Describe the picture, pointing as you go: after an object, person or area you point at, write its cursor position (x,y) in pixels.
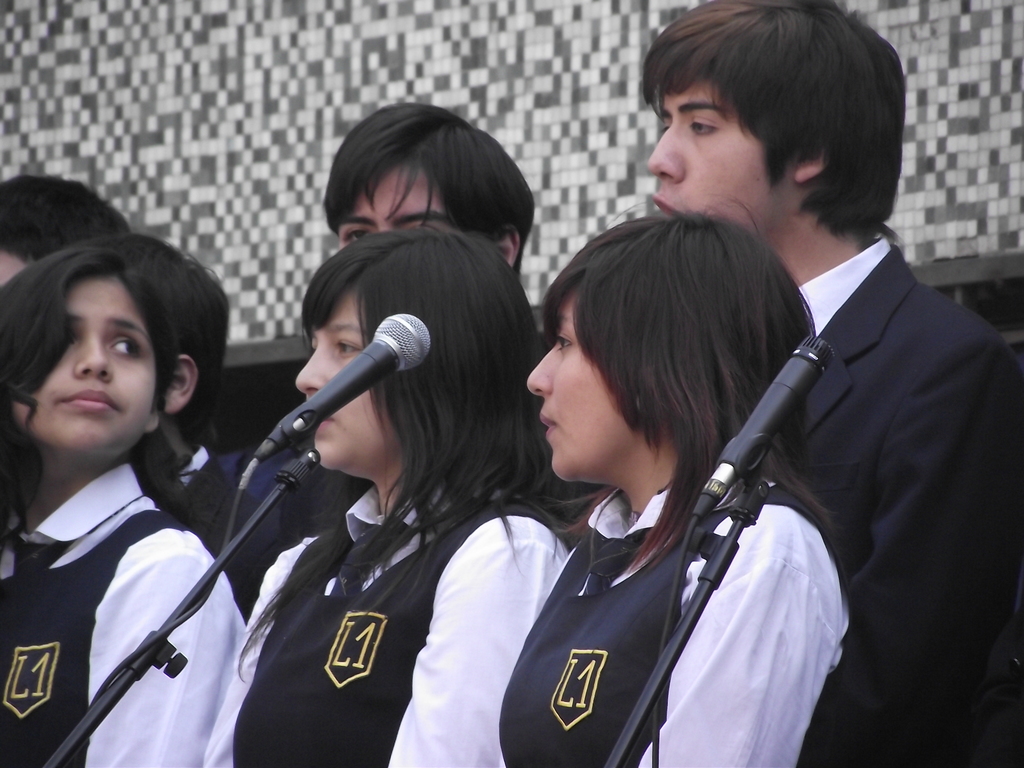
In this picture we can see few persons (669,455) and there are mike's (420,351). In the background (416,29) there is a wall (592,116).
